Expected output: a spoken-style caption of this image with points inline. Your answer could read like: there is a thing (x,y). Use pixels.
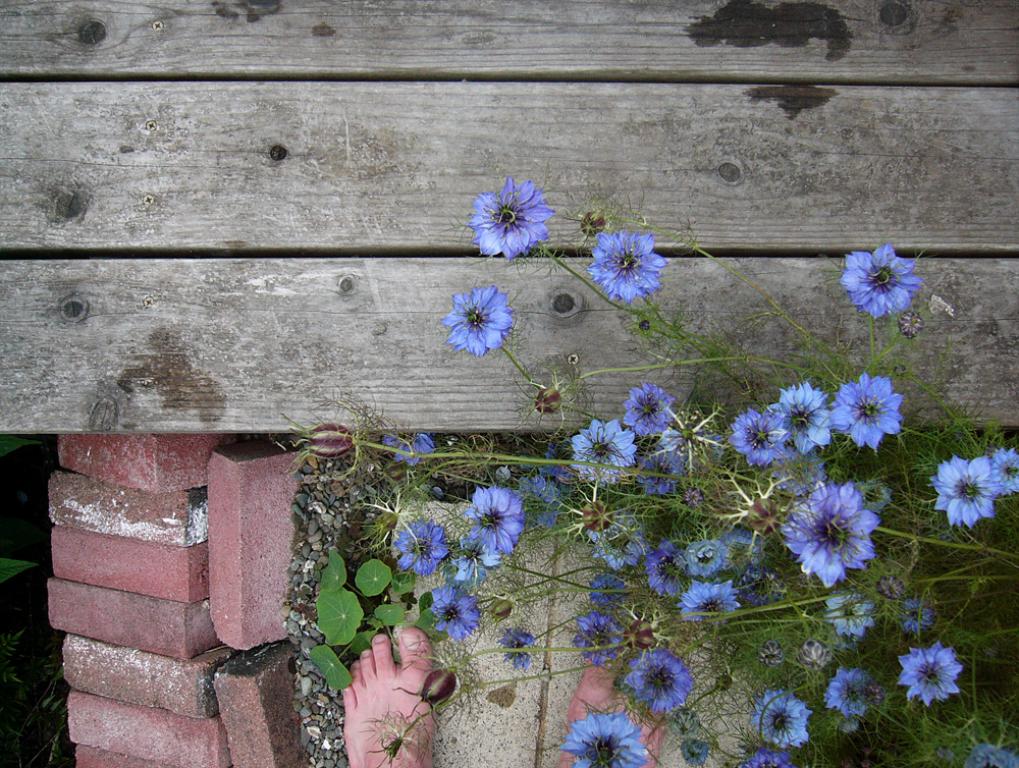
In this image I can see few flowers (866,678) in purple and white color, plants (786,611) in green color and I can also see the person's legs (366,661), background (167,700) I can see few bricks (155,667) and I can also see the wooden wall (247,197).
